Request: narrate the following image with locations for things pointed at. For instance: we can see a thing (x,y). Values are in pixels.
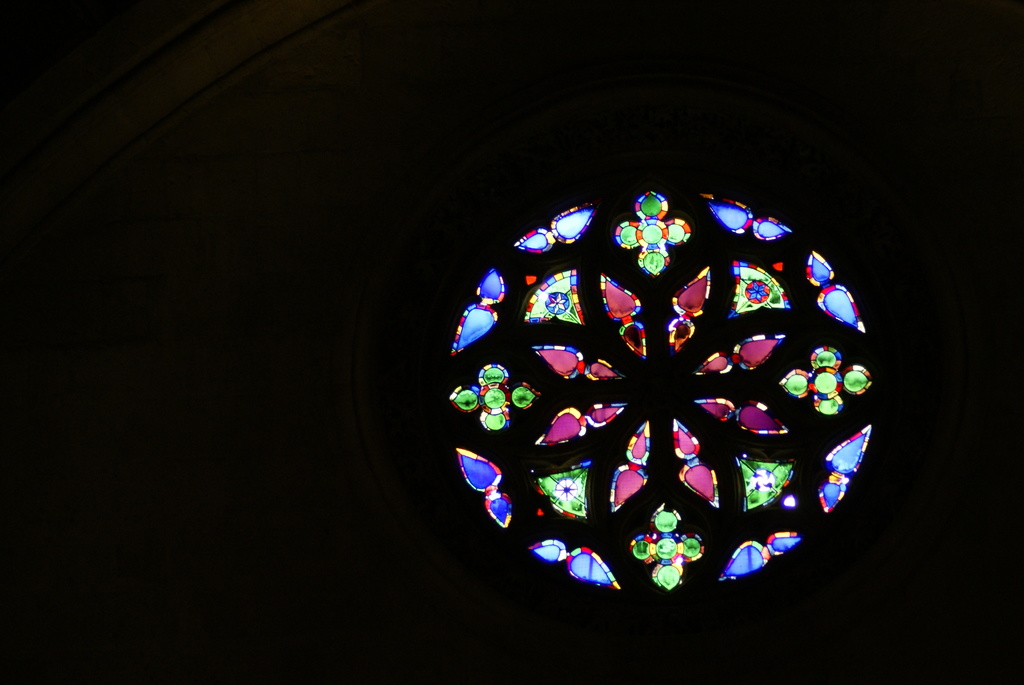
In this picture we can see a decorative light item (571,363). Behind the item (576,368) there is a dark background (993,145).
